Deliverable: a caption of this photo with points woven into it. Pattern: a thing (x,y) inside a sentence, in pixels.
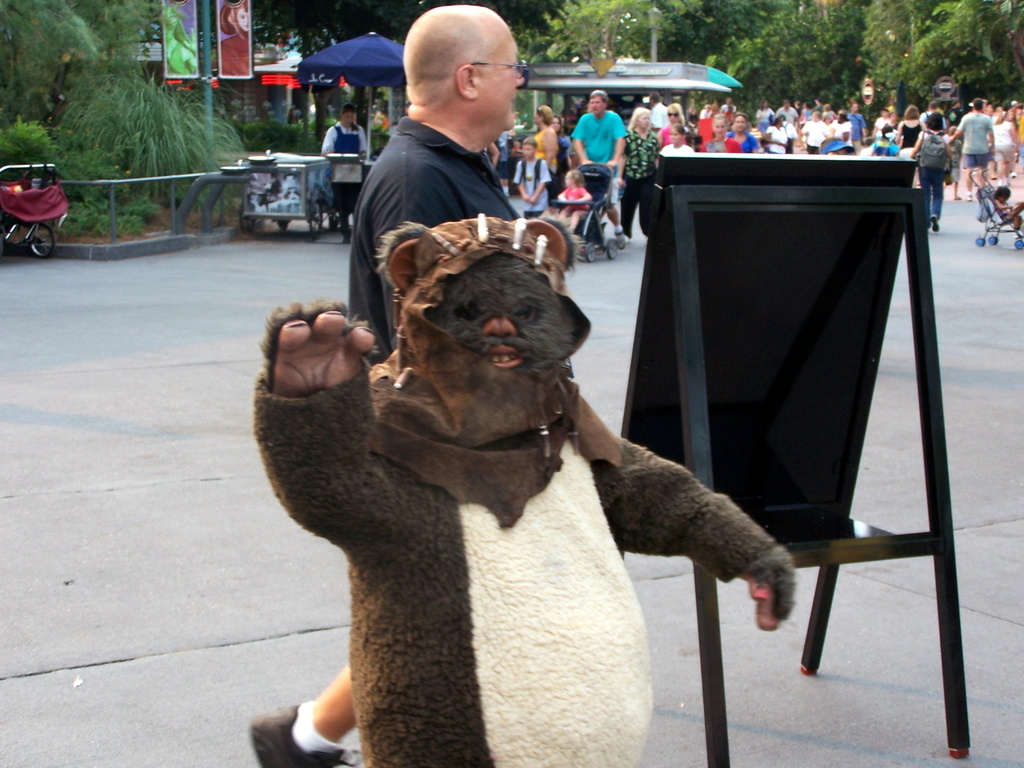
In this image we can see a group of people (967,188) on the ground (952,195). one person (605,151) is holding a baby carrier (600,251) with a baby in it, we can also see an umbrella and some vehicles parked on the ground (574,267). In the foreground of the image (538,527) we can see a person (517,638) wearing costume (555,568) and a board (769,292) placed on a stand (825,542). In the background (143,193), we can see some plants (186,123), banners (235,42) on a pole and a group of trees (635,50).
